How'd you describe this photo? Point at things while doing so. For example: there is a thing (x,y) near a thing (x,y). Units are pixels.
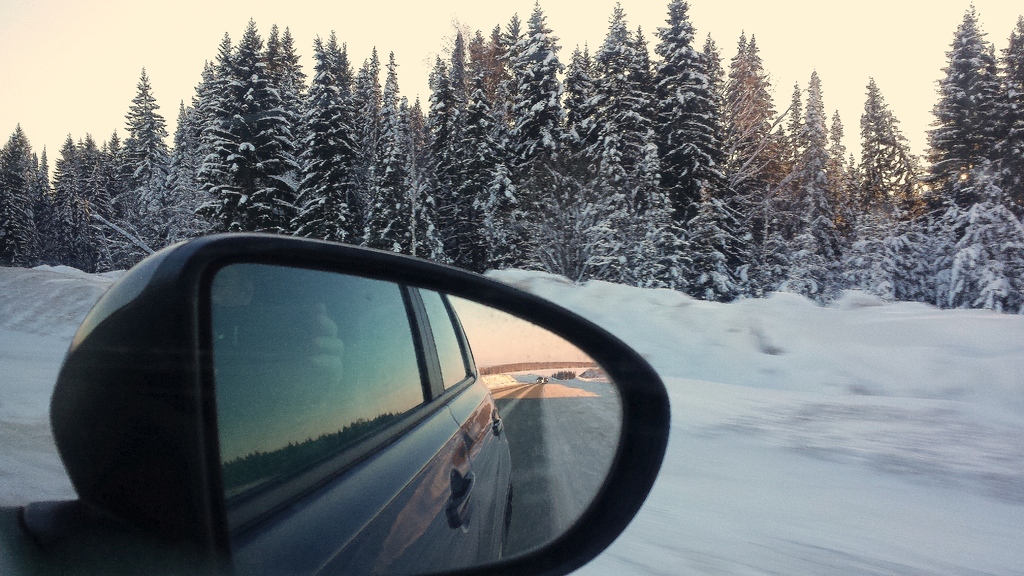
In this picture I can observe side mirror (145,386) of a car (263,430). In the mirror (386,428) I can observe a car (408,414) and road (521,420). In the background (442,175) I can observe some trees (218,178). There is snow (53,340) on the land (790,386). In the background (180,46) there is sky (232,35).
